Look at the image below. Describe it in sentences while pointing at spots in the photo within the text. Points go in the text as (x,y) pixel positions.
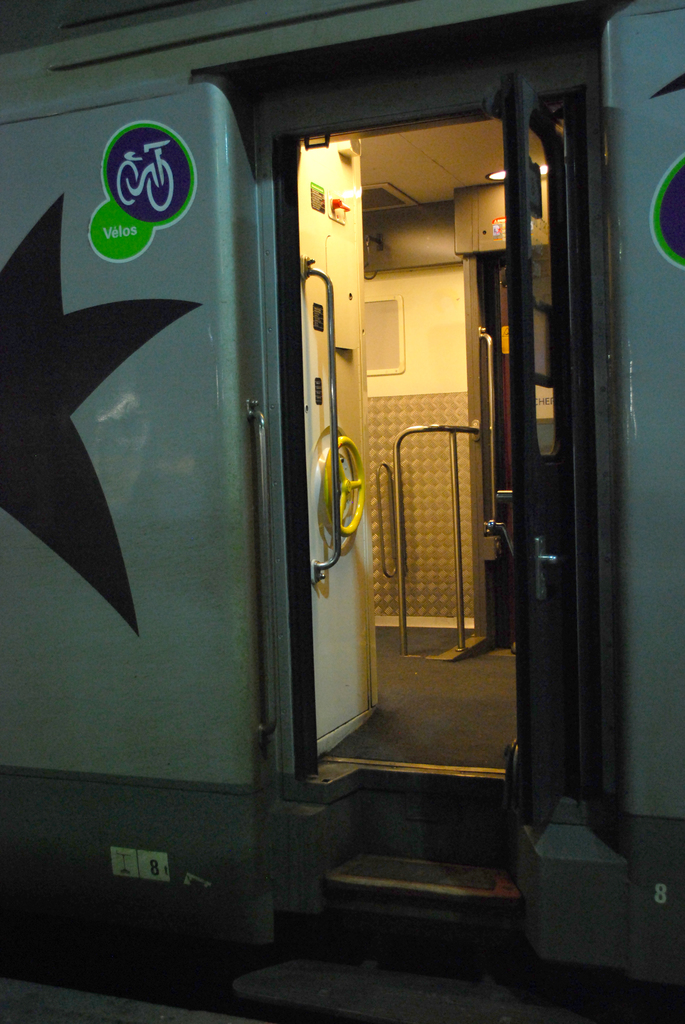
In this picture we can see a train (285,485), handle (340,505), door (572,494), boards (395,314), roof (416,187), light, wall (463,403), stairs (444,868), floor (475,727). At the bottom of the image (169,1014) we can see the platform (162,1009).
